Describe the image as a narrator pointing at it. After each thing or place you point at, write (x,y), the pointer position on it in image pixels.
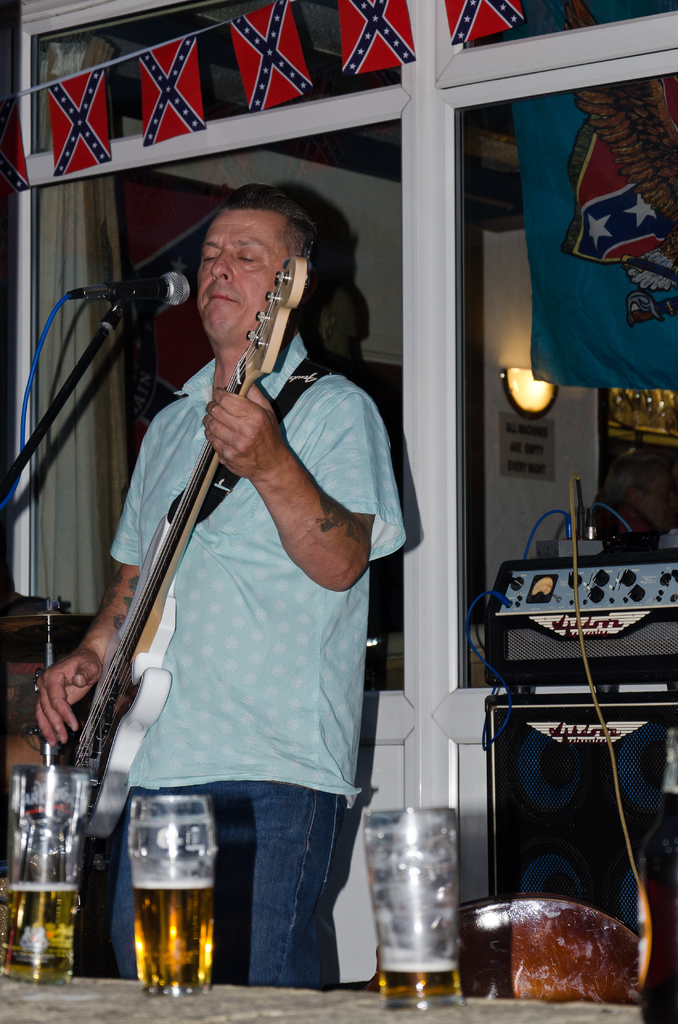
In this image I can see person (47,725) holding guitar (102,798) and he is in front of the mic (164,284). I can also see some of the beer glasses (387,934) on the table (251,1018). At the back side (524,629) there is a sound box (565,750), banner (580,220), light (528,388) and the board (507,455).
